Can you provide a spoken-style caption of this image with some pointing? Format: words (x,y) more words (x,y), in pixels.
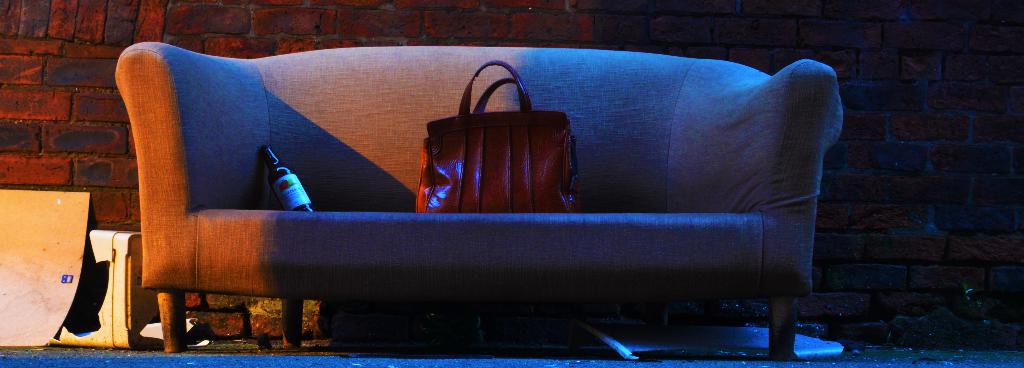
This image is clicked on a street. There is a sofa (811,242) in the middle (471,229), on which a red bag (482,197) and a bottle (289,182) are kept. To the left (85,313) there is a box (107,289). In the background (40,69), there is a red bricks wall (279,31).
